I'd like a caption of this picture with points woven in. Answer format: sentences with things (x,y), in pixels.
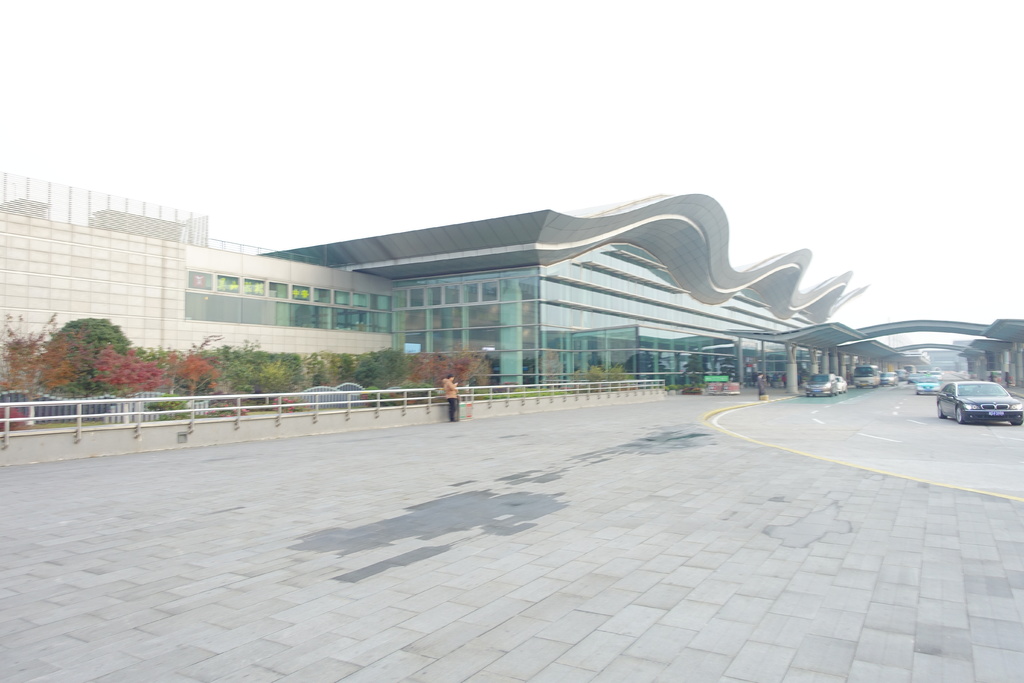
This is an outside view. At the bottom (579,553) there is a road (752,543). On the right side (966,399) there are many vehicles (983,396) on the road (850,442). On the left side (200,410) there is a railing (78,440) and one person (451,393) is standing leaning to the railing (437,409). Behind there are many trees (227,370). In the middle of the image (495,313) there is a building (478,313). In the background (865,354) there are some more buildings (934,359). At the top of the image (666,122) I can see the sky (417,95).
